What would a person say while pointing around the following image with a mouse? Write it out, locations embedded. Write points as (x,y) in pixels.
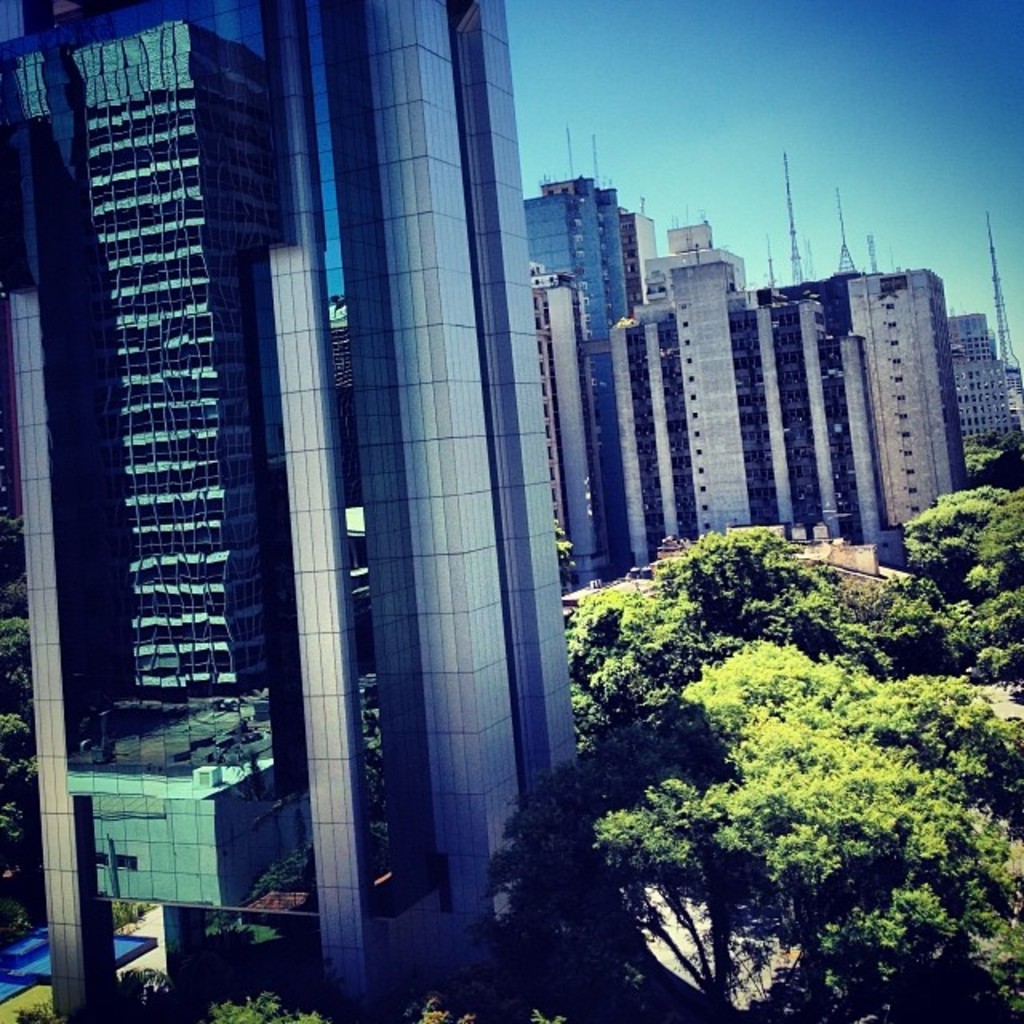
In this image I see number of buildings (576,430) and I see number of trees (705,688). In the background (716,179) I see the sky (824,182) and I see few towers (1003,296).
